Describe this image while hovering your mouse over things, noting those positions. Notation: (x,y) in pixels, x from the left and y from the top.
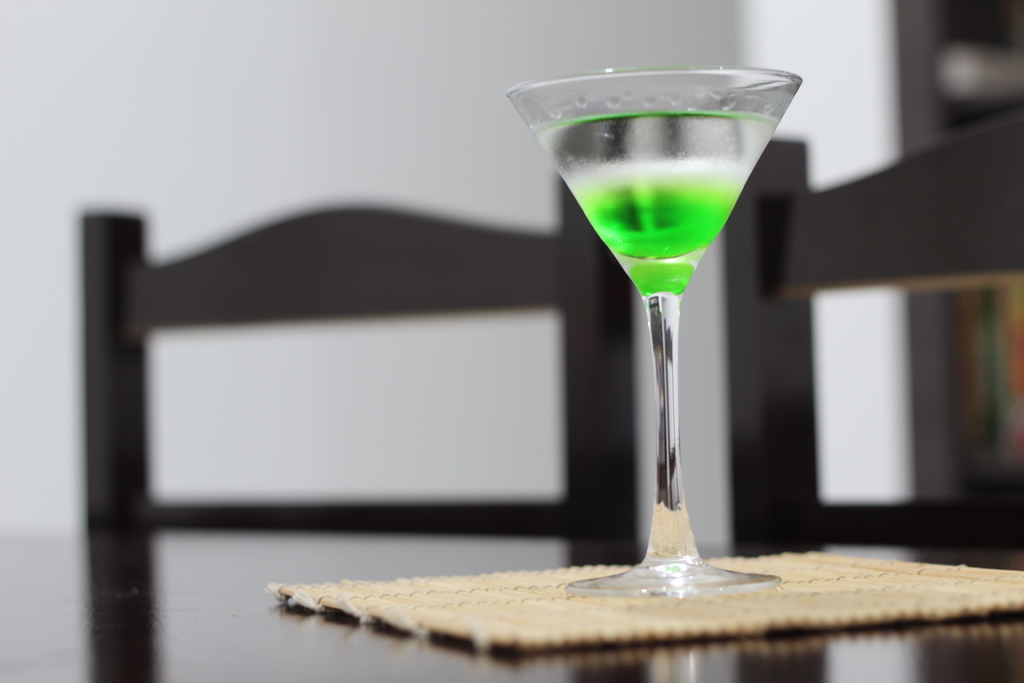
In this image we can see a glass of juice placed on the table (295,555) with a small bamboo sheet (561,617). On the backside (619,379) we can see some chairs (608,335) and a wall (359,373).
